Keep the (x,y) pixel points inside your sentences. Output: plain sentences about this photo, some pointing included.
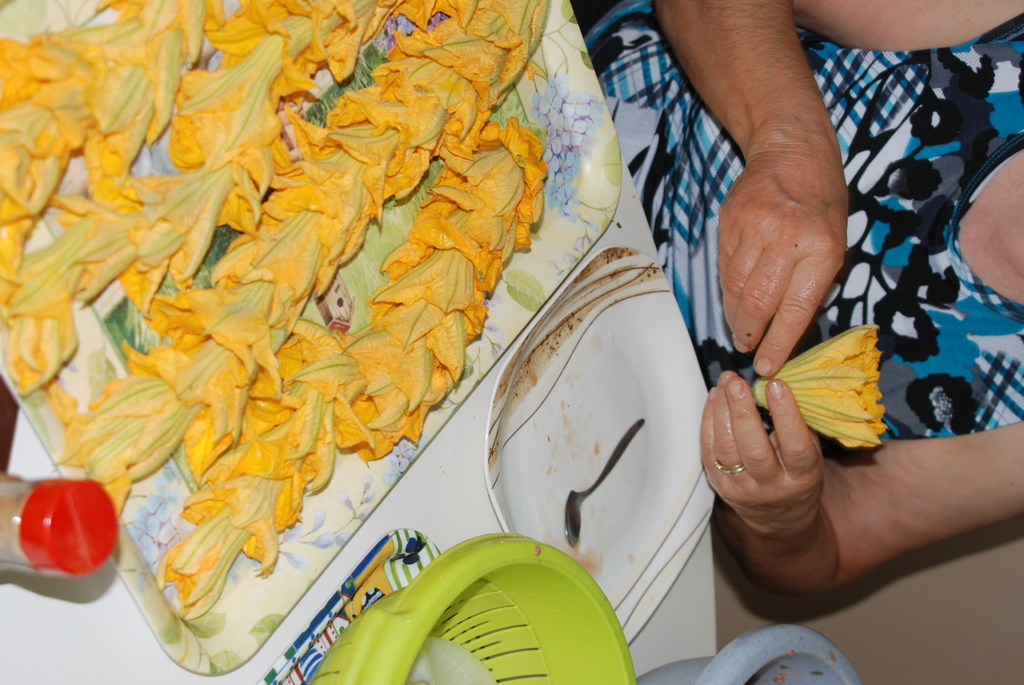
In this image, we can see flowers (150,232), trays (398,577), bowls (530,588), spoon (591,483) and a jar (56,498) are on the table (99,612). In the background (843,199), we can see a person (795,301) holding a flower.
